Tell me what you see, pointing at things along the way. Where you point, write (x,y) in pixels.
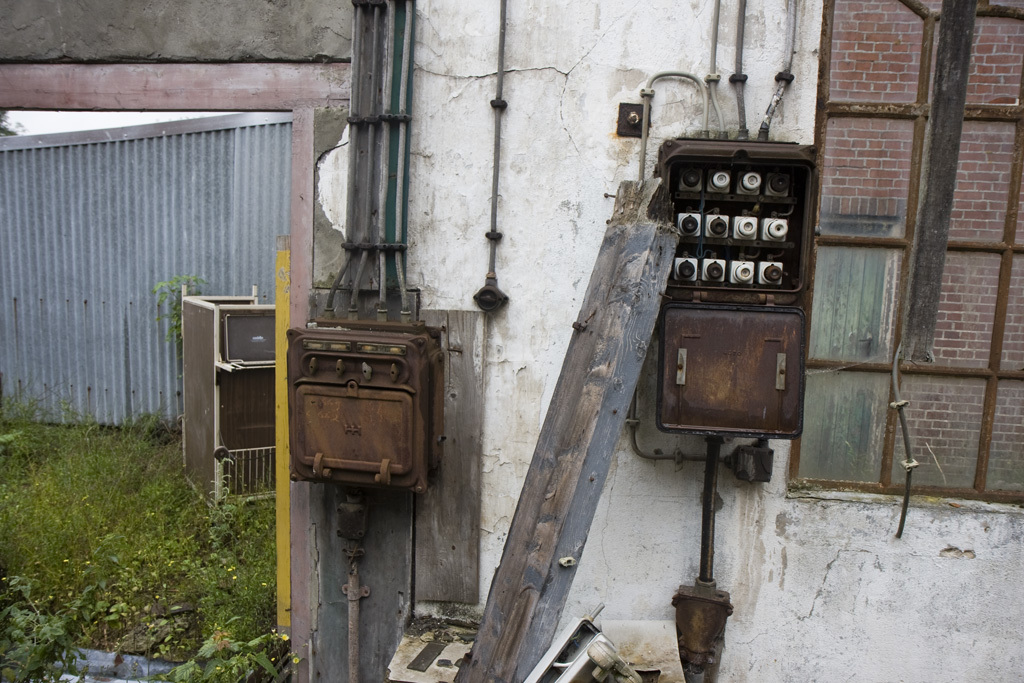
In this image I can see grass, wall (494,318), pipes (713,449), window (883,325) and meter (676,396). This image is taken during a day.
